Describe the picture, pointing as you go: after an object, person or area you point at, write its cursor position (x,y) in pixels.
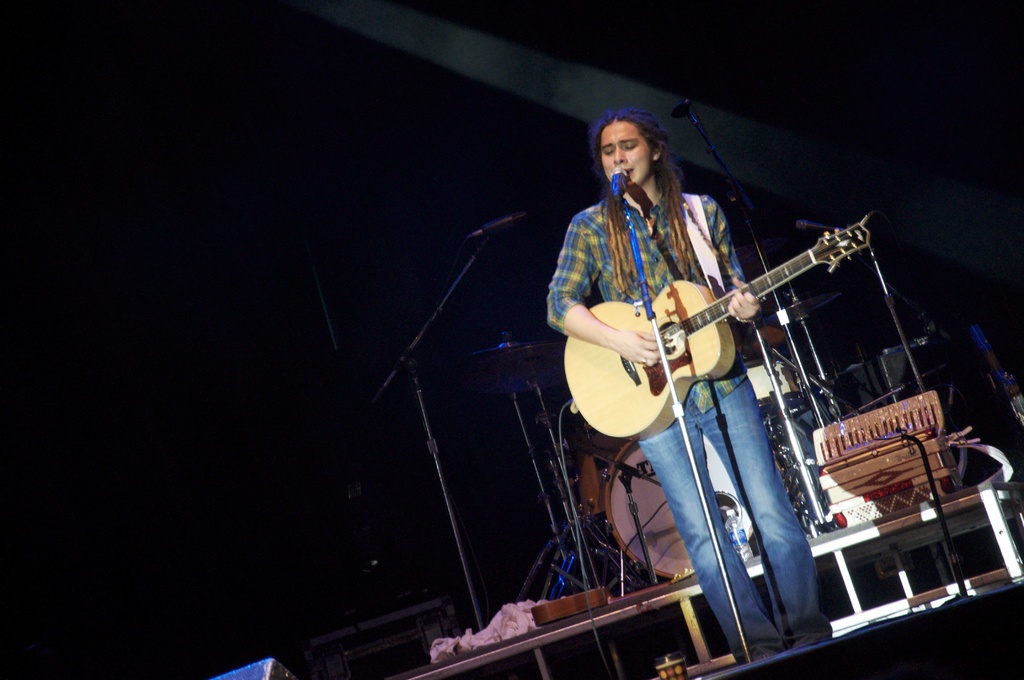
This picture shows a woman (617,253) standing playing a guitar (668,293) and singing with the help of a microphone (618,181).
